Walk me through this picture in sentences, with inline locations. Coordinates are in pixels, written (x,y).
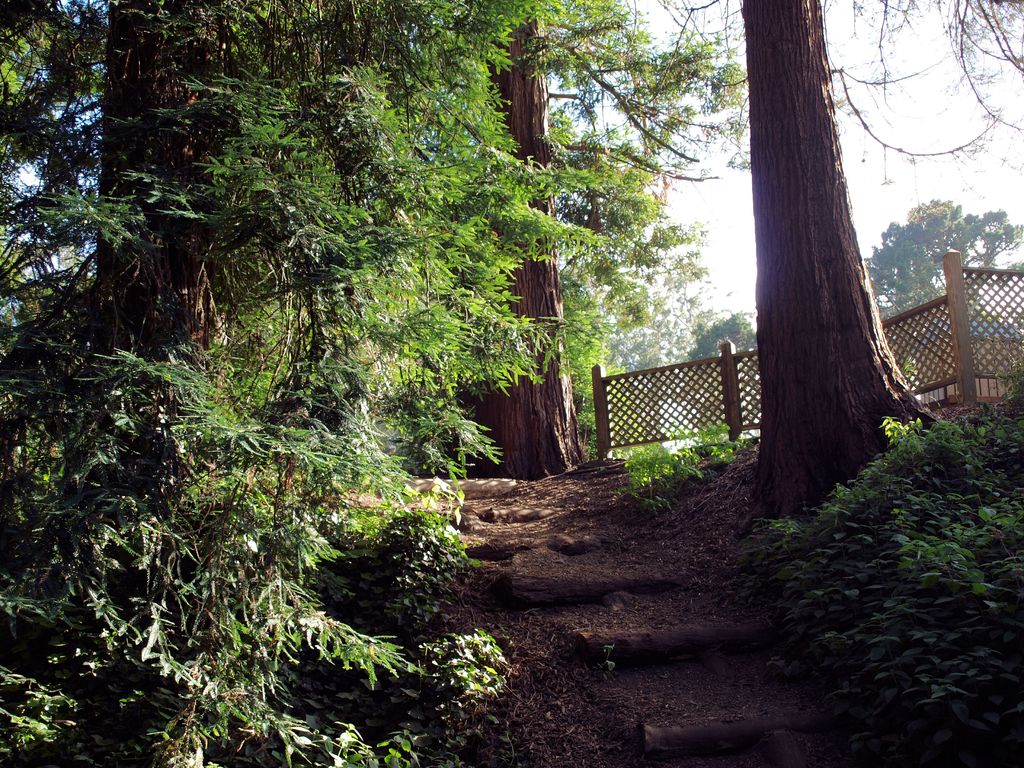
This is the picture of a place where we have some trees (575,258), plants (153,702) and also we can see a fencing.
